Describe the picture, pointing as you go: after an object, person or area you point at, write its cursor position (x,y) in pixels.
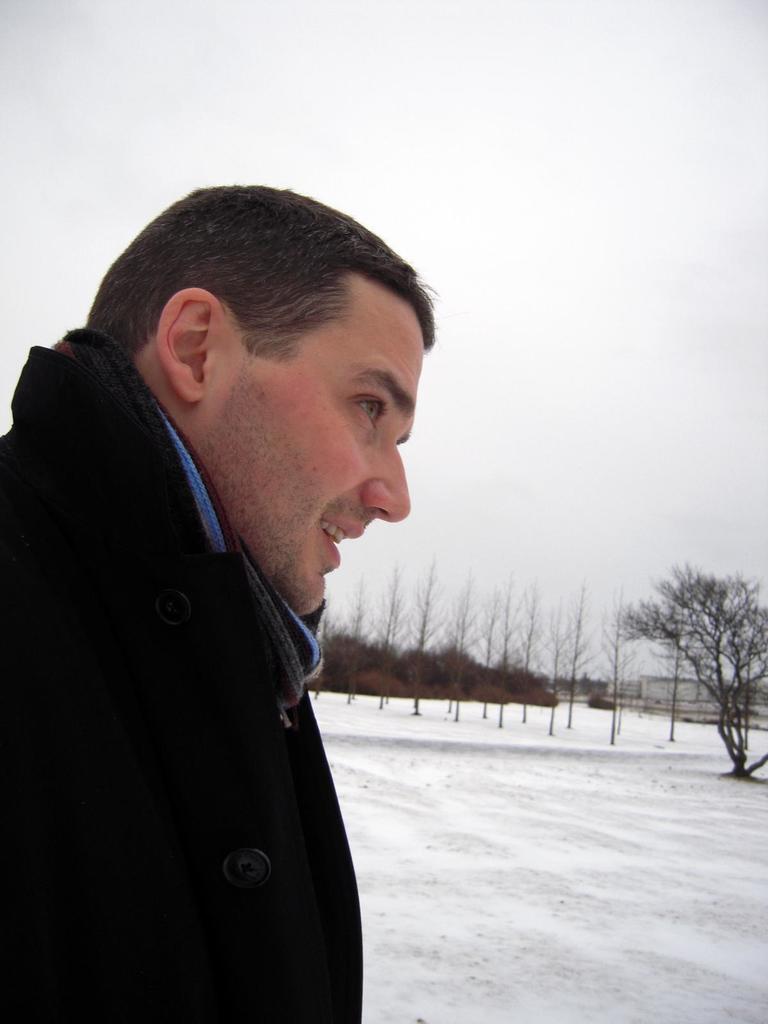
In this picture we can see a man (290,560) smiling and in the background (664,704) we can see buildings (682,694), snow (547,847), trees (558,656) and the sky (557,277).
